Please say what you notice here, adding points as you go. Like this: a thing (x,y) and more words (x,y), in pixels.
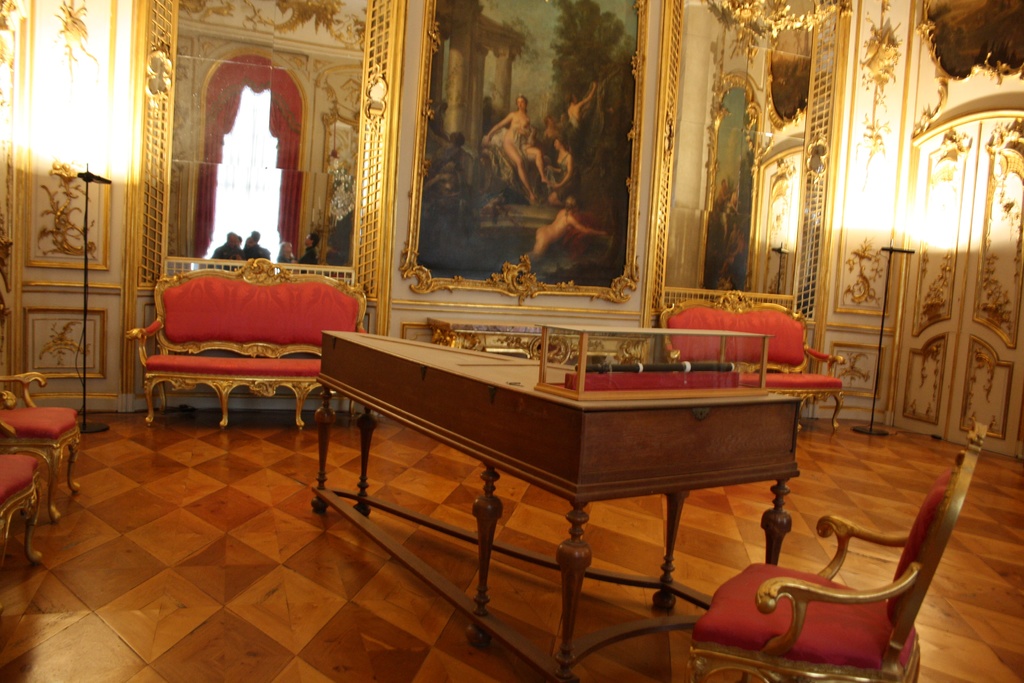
This is an image inside a room (898,336). There are few chairs (55,427) and sofas (284,348) on the floor (890,510). This is a photo frame (479,142) on the wall (504,306) and this is the mirror (209,163) through which few people (233,249) are seen.
